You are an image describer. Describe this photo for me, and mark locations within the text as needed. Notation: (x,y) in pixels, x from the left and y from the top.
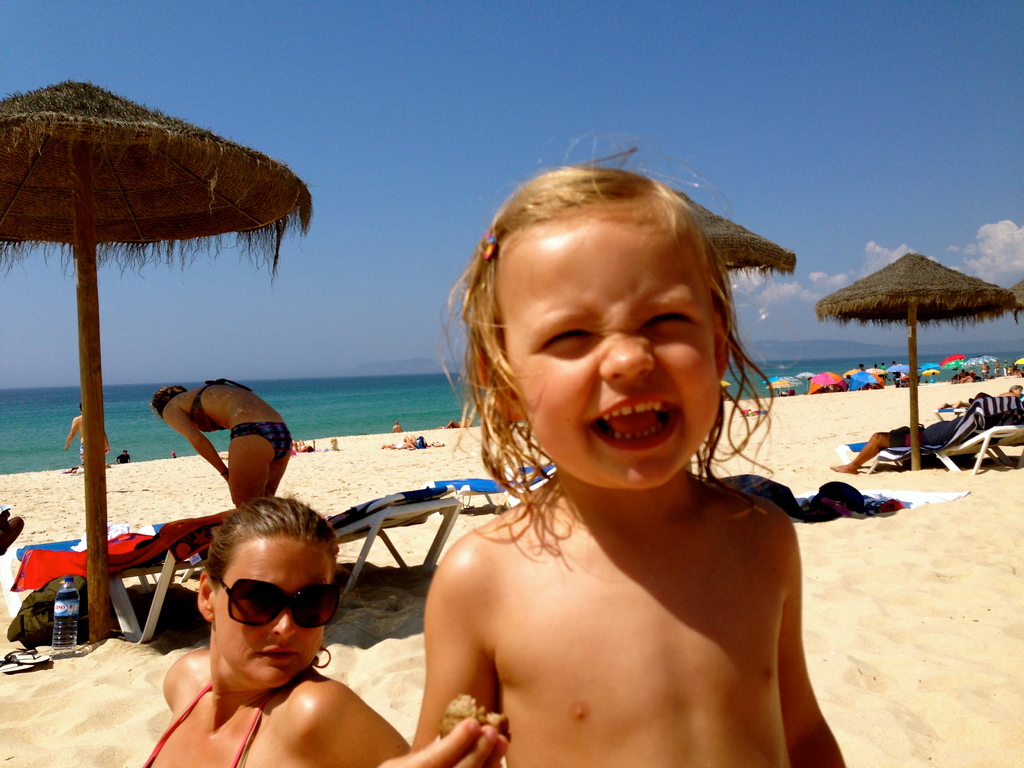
In front of the image there is a girl (585,445) with a smile on her face (641,443), behind the woman (297,639) there is a woman (287,647) on the beach sand (362,688), behind the woman (254,658) there are few other people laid on the sand (295,481) under the tents (102,489), in the background of the image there is water (464,397).
